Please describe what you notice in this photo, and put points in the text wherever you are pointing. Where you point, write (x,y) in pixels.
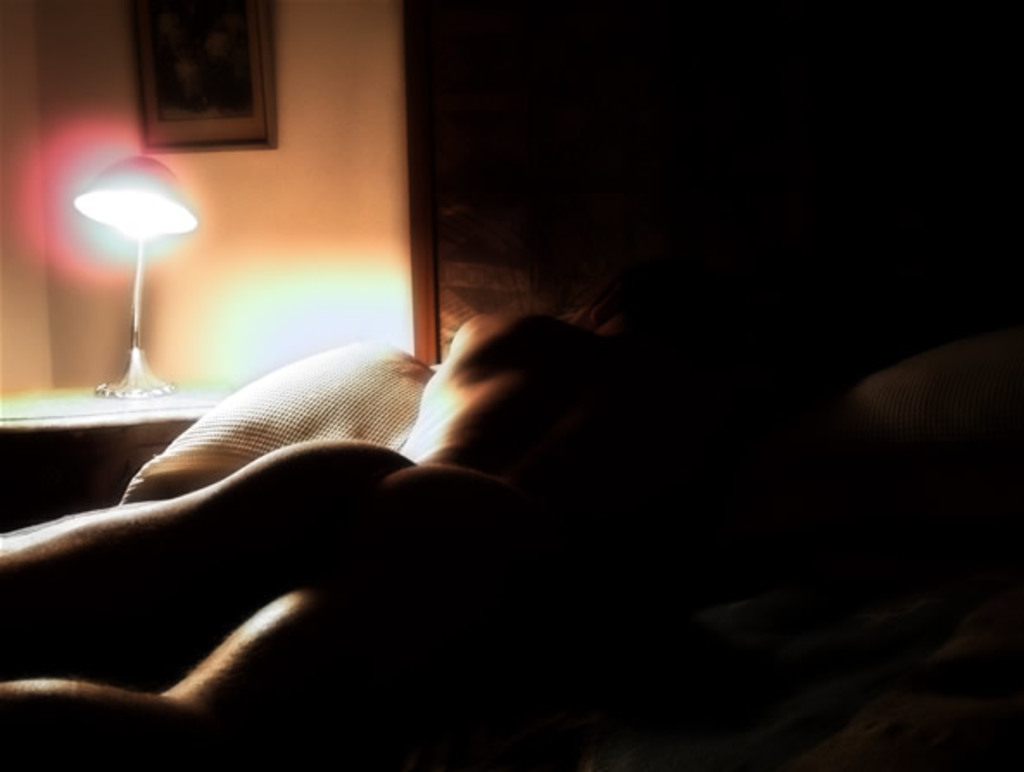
In the image there is a naked person (476,546) laying on bed (576,595), on the left side (149,206) there is a lamp (120,217) on the table (44,427) with a photograph (175,109) above it on the wall (290,157).
